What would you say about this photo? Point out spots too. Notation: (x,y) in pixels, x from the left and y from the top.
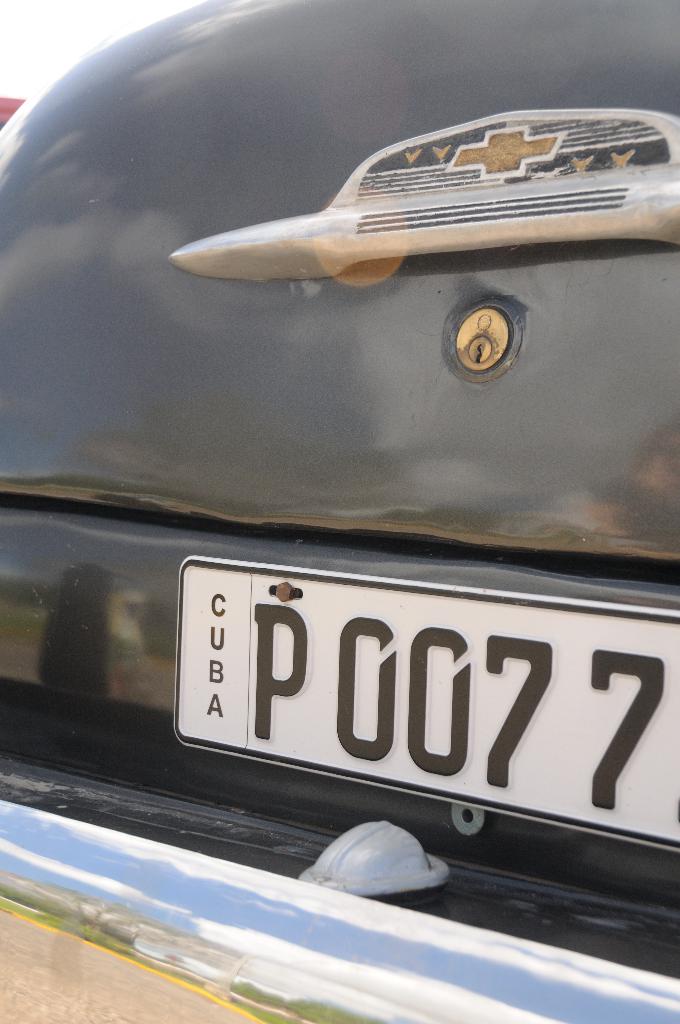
This image consists of a car (226,275) in black color. In the front (337,796), we can see the boot (152,340) of the car (130,555) along with number plate (524,629).
